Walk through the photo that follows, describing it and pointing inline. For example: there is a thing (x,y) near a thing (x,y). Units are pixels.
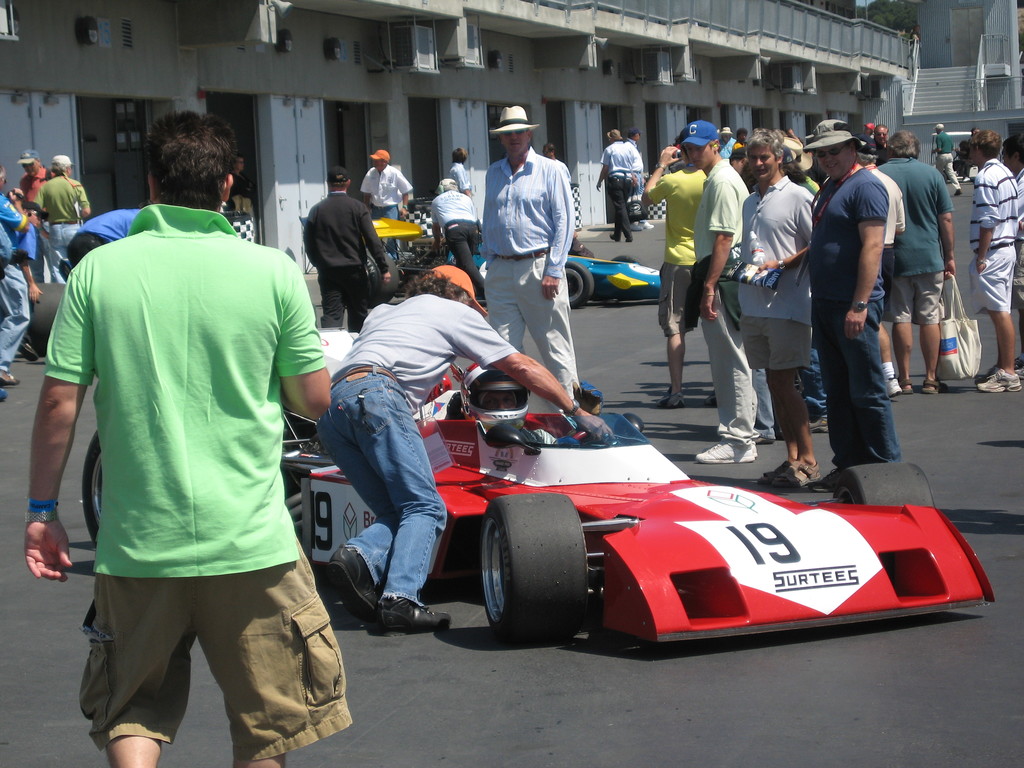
In this picture we can see vehicles (575,560) and a group of people (818,131) standing on the ground (991,408). In the background (504,84) we can see buildings (572,29) and some objects (796,63).
